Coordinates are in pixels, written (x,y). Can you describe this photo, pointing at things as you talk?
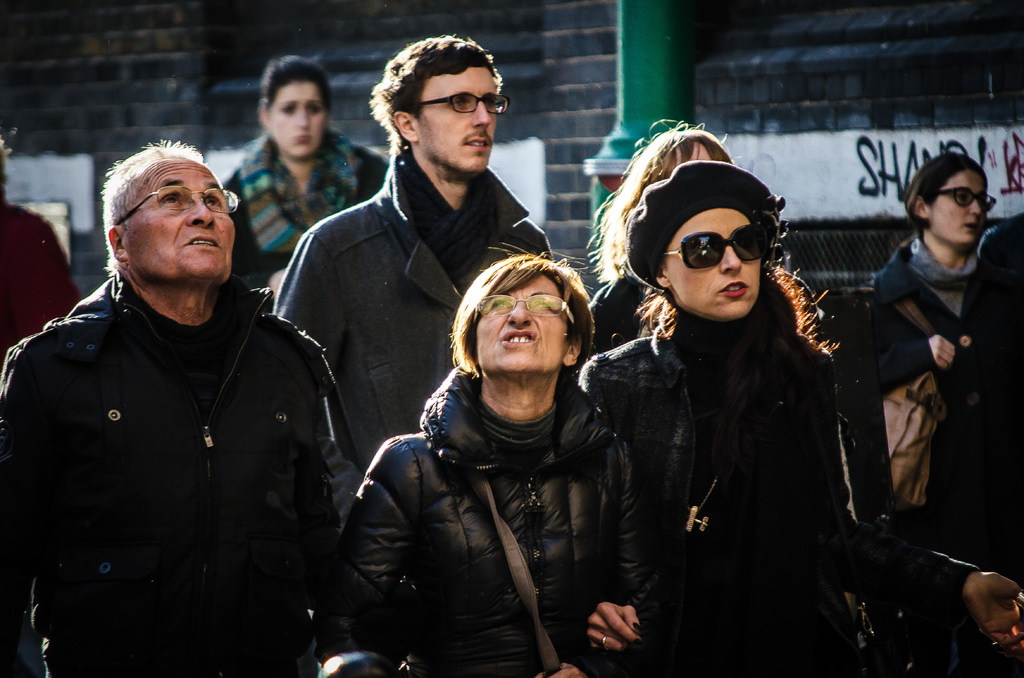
In this picture there are group of people (355,360) standing. At the back (880,114) there is a building (746,46) and there is a text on the building (821,135) and there is a pipe (598,163) on the wall (535,27).
